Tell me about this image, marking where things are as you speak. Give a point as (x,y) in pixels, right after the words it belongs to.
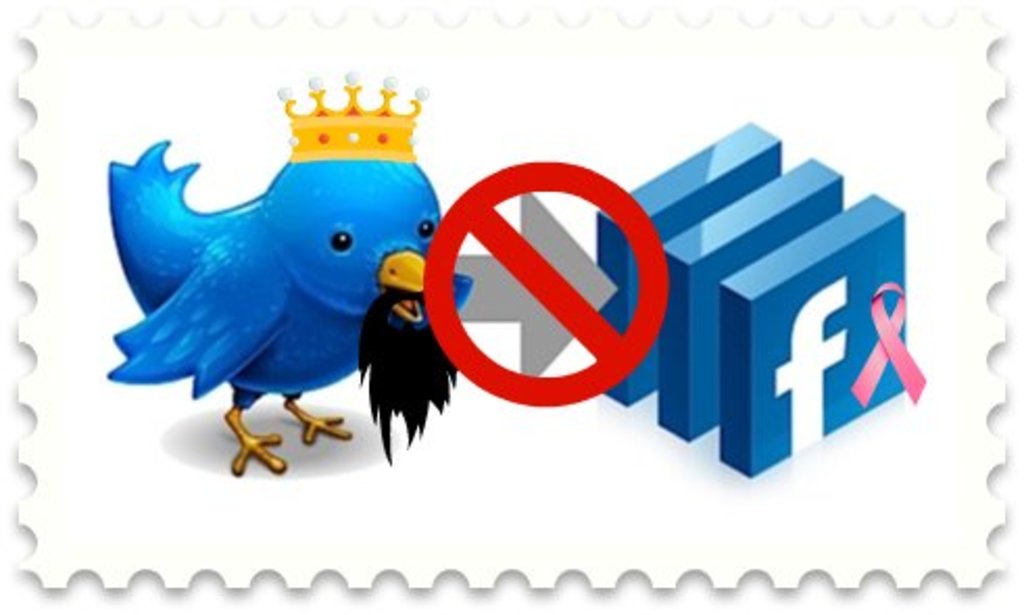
This is the picture of a bird (316,279) which has a crown (388,104) and to the side there are some symbols (751,296) and signs (789,362).
